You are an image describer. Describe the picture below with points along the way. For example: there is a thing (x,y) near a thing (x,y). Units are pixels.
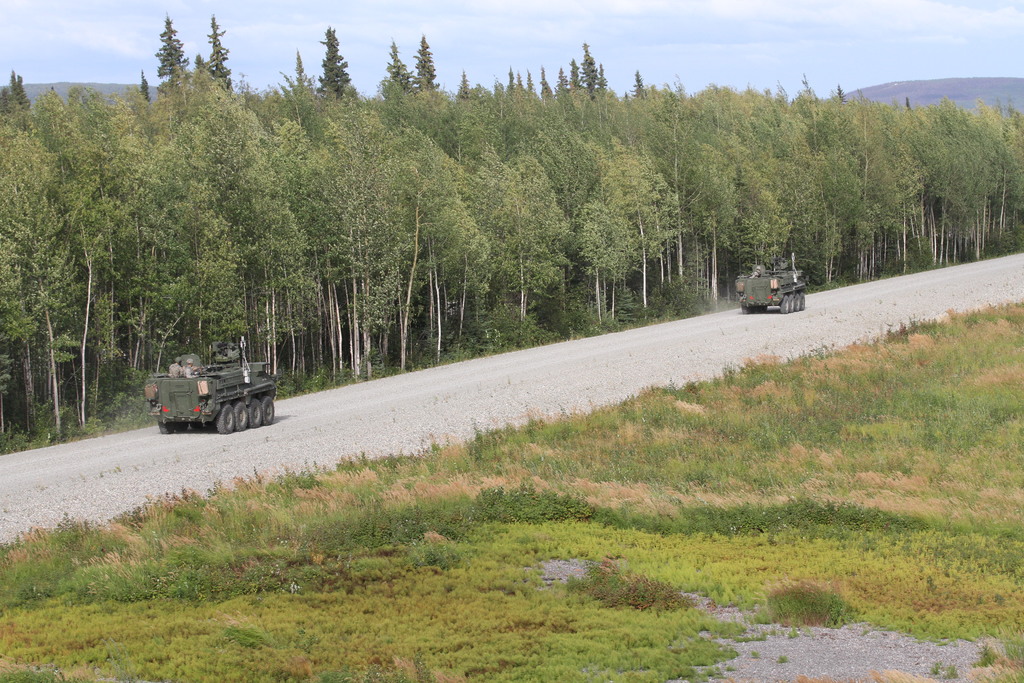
We can see grass (189,635), vehicles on the surface (724,309) and trees (189,92). In the background (138,70) we can see hills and sky (668,56) with clouds (682,31).
